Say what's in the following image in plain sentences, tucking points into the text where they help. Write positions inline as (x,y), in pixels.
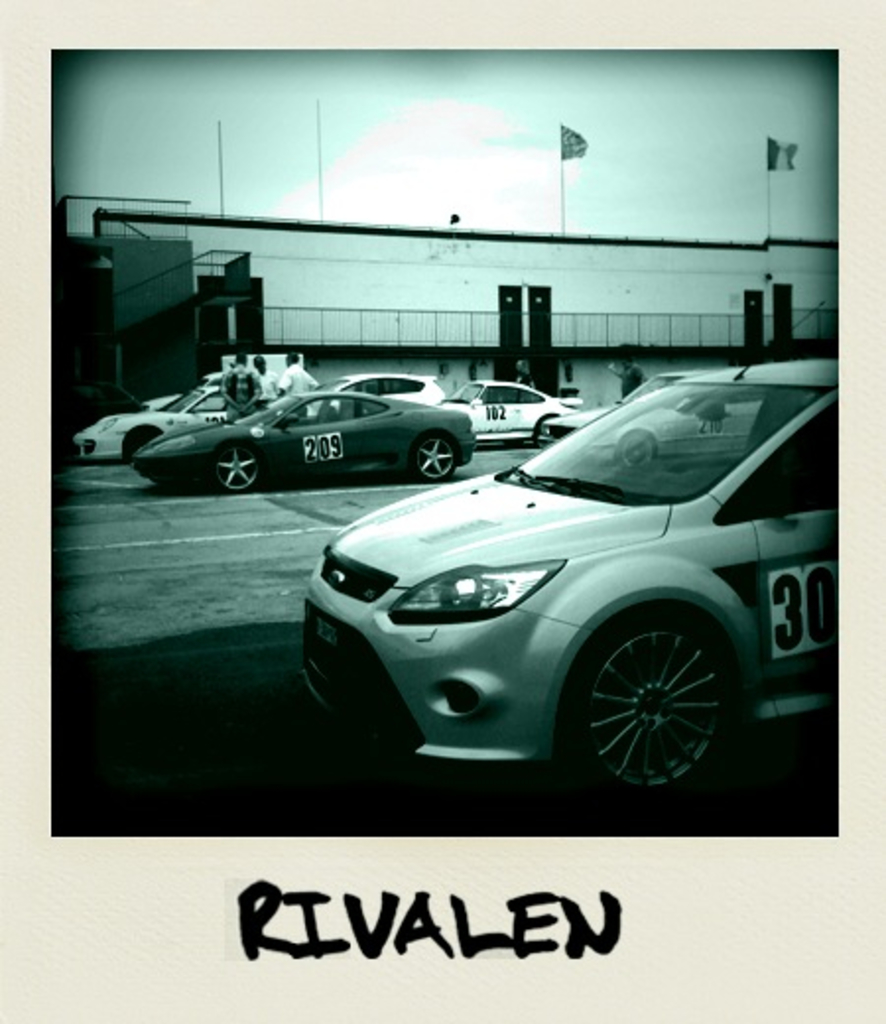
I see this is a black and white image and I see few cars (404,464) and I see the road (256,569). Over here I see 3 persons (238,368). In the background (289,216) I see the flags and I see the sky (520,134) and I see the fencing (481,317) over here.
